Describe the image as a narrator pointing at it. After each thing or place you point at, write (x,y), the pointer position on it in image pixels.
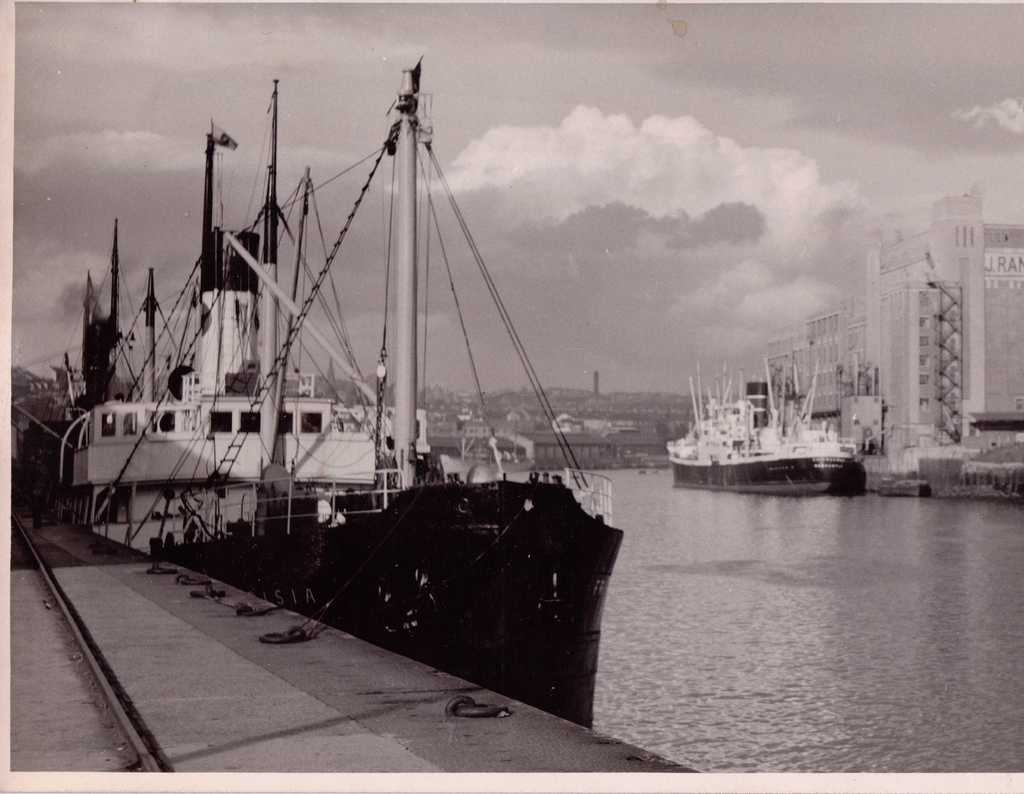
As we can see in the image there are ships (689,450), building (889,432), water (964,598), sky (724,320) and clouds (712,265).
